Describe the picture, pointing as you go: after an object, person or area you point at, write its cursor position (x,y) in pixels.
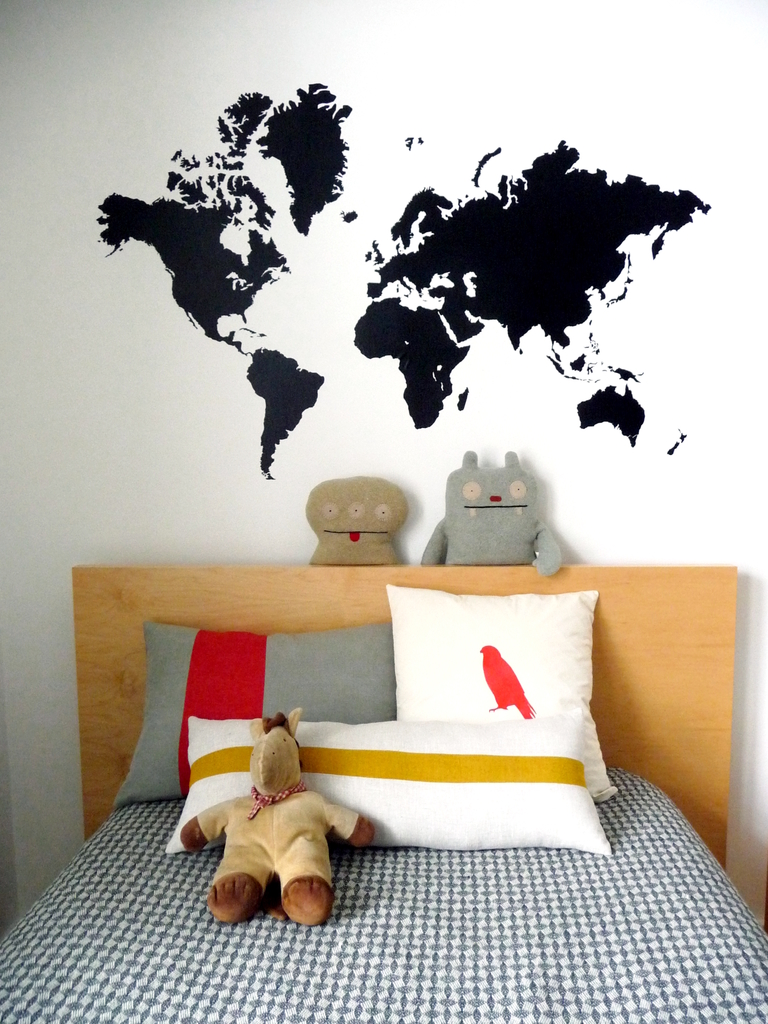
This is the picture of the bed (356,983) where pillows (572,695) are arranged and toys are also arranged and there is a similar painting (429,353) of map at the center of the image (303,426) on the wall (345,251).
